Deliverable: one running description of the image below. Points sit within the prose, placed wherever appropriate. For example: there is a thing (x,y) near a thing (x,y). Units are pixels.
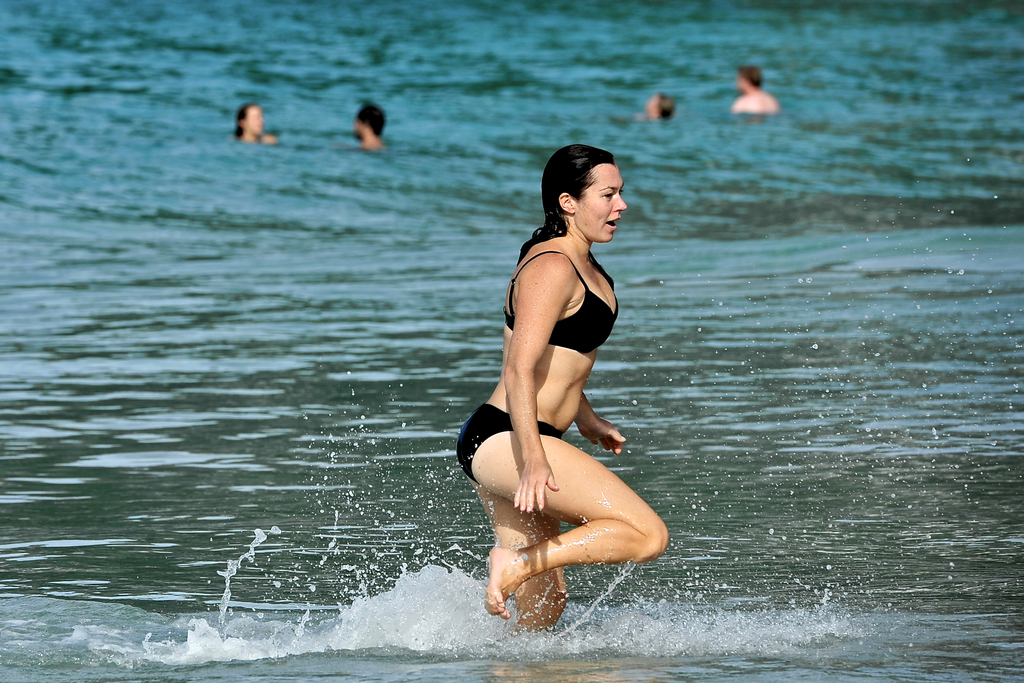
In the center of the picture (598,230) there is a woman (535,603) in water (276,411). The background (200,159) is blurred. In the background (662,118) there are people (740,110) swimming. In this picture there is a water body (221,120).
